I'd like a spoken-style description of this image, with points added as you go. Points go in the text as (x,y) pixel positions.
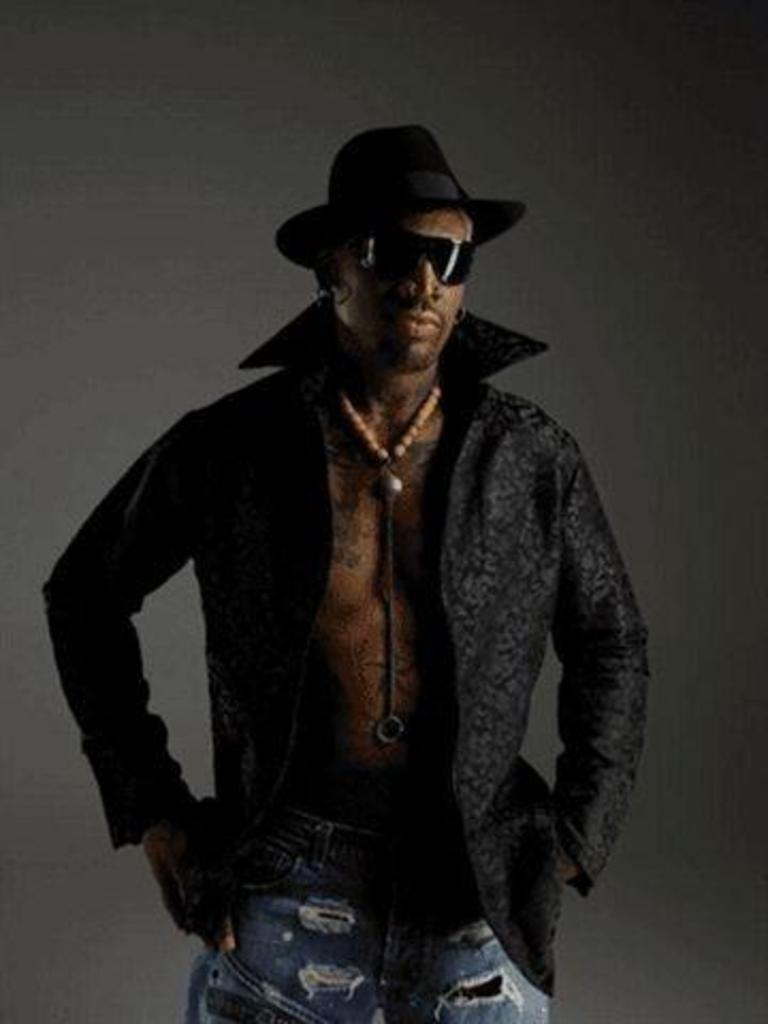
This is a zoomed in picture. In the center (482,378) there is a man (259,475) wearing black color jacket (537,473), black color hat (392,174), sunglasses (429,253) and standing. In the background (123,216) there is an object (685,280) seems to be the wall (689,976).
